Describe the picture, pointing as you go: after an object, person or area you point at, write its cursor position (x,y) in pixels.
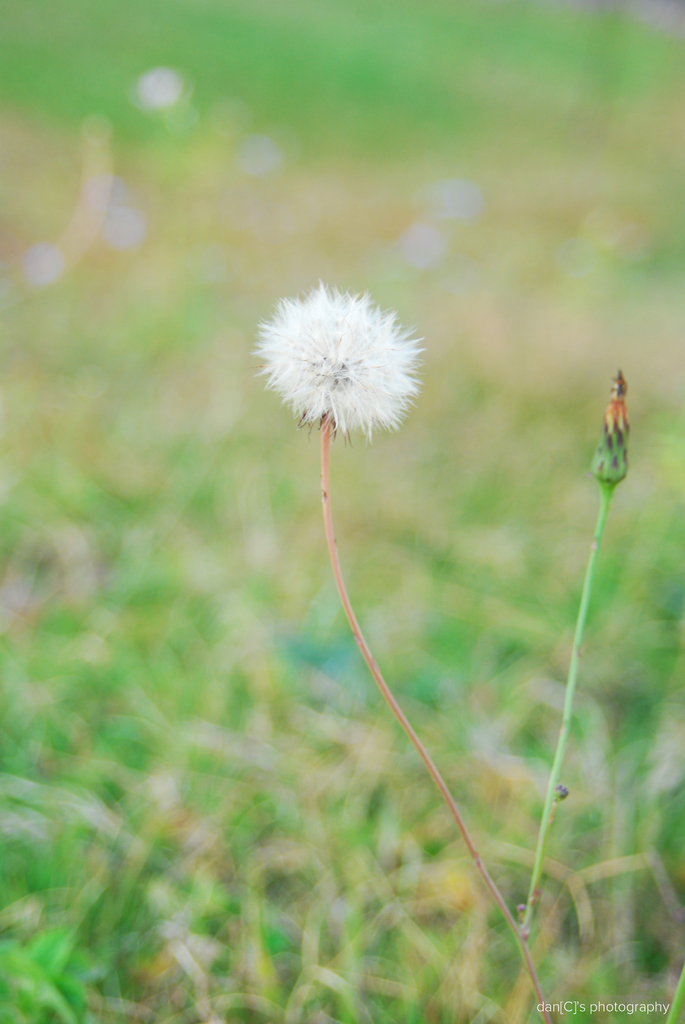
In this image we can see a white color flower (360,376) with stem (475,855).
